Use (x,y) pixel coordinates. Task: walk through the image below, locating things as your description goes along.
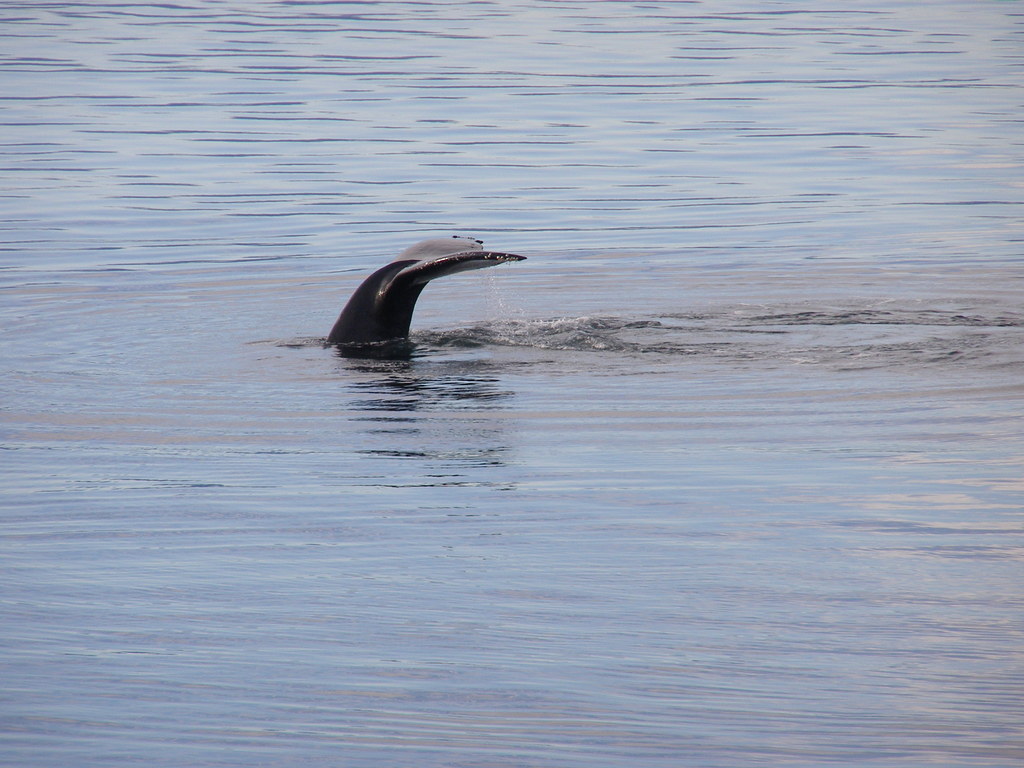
In this image I can see an aquatic animal (367,336) in the water (371,410). I can see the water (556,515) in blue color.
